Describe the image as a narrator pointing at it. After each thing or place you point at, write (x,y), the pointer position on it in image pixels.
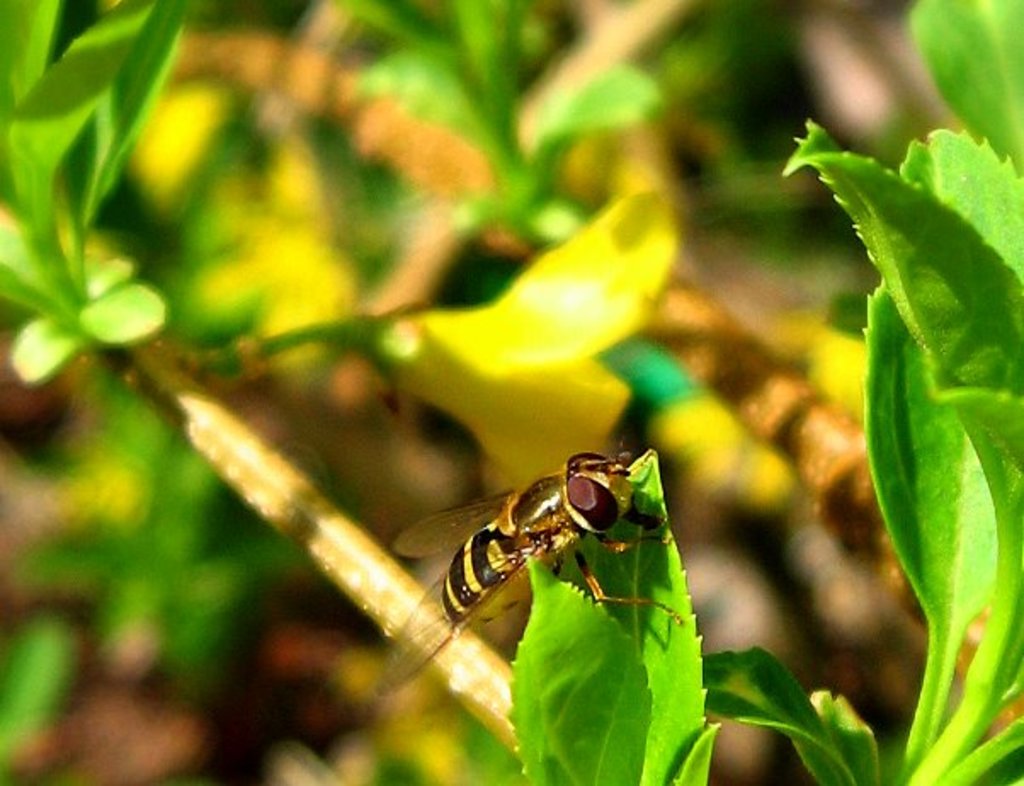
In this image there is a fly (614,516) on a leaf (560,596), behind the fly (500,551) there are leaves (89,294) and branches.
